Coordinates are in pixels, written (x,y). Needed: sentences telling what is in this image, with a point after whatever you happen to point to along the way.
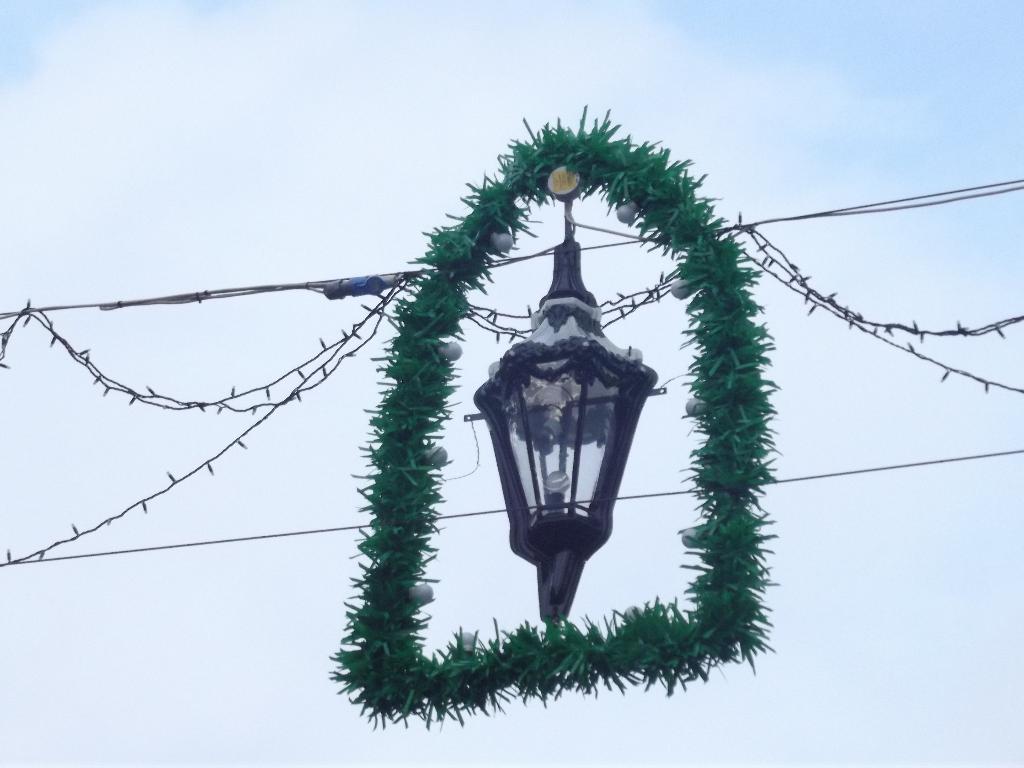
In this image we can see a lamp (591,363) with a ribbon (739,591), some wires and string lights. On the backside (429,200) we can see the sky (378,256) which looks cloudy.
